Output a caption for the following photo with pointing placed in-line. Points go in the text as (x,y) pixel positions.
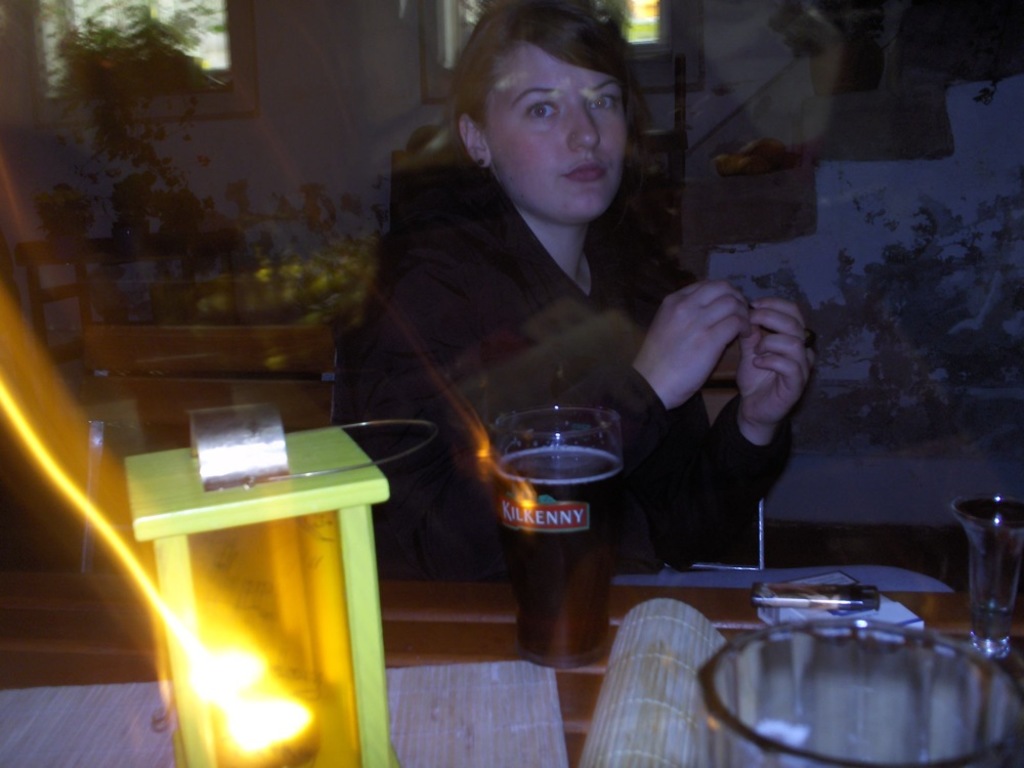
In this image I can see a woman (445,246) and I can see she is wearing black colour dress (525,370). I can also see few glasses (593,546), a green colour thing (376,423), a white colour thing (839,581) and here I can see something is written.
